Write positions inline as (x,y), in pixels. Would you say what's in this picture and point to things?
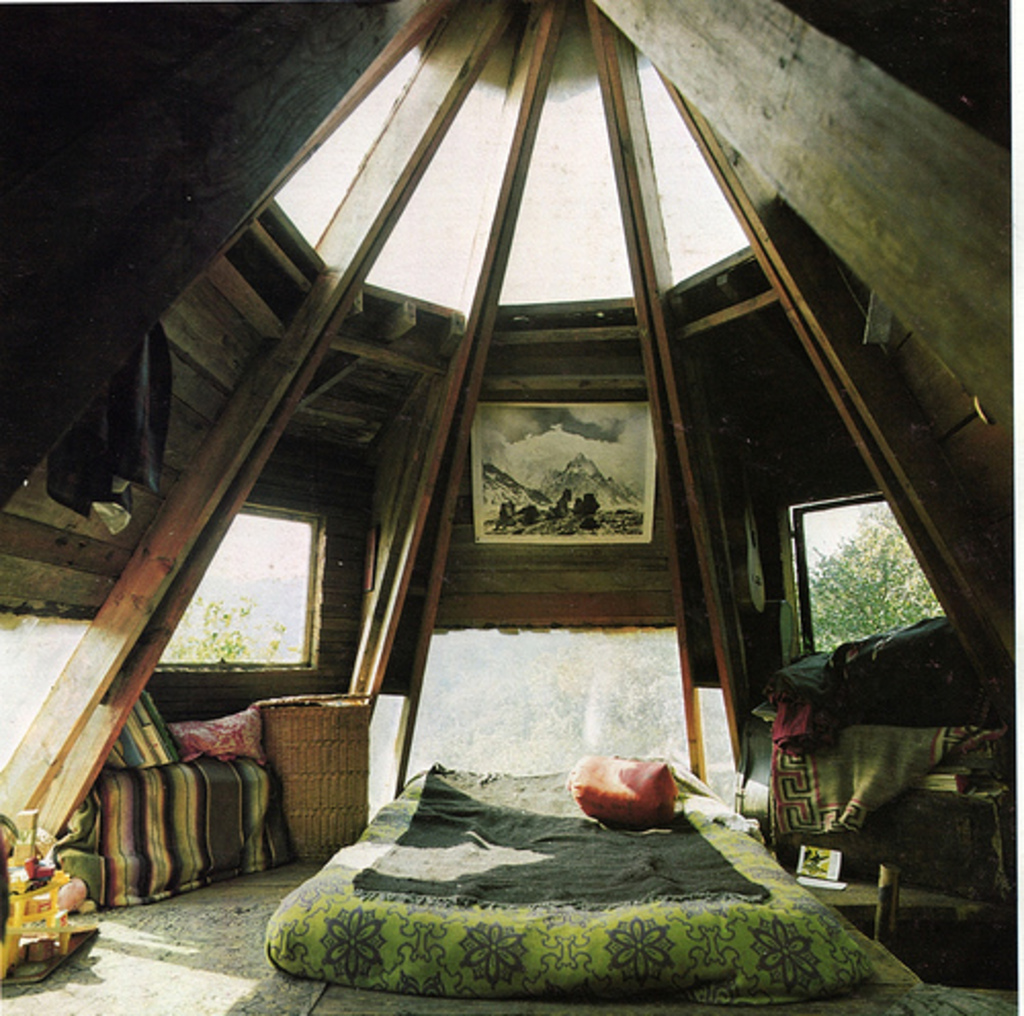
In this image, I can see a bed (384,866) with bed sheet (672,921) and blanket (682,886). On the left side of the image (140,432), I can see a cloth (116,493) hanging, basket (325,829) and few other objects (138,839) on the floor (137,910). On the right side of the image (898,831), there are clothes (848,776), table (920,831) and few other things (936,836). At the center of the image (472,471), I can see a photo frame (520,424) attached to the wooden wall (523,396). I can see the trees (660,687) through the windows (539,704).
